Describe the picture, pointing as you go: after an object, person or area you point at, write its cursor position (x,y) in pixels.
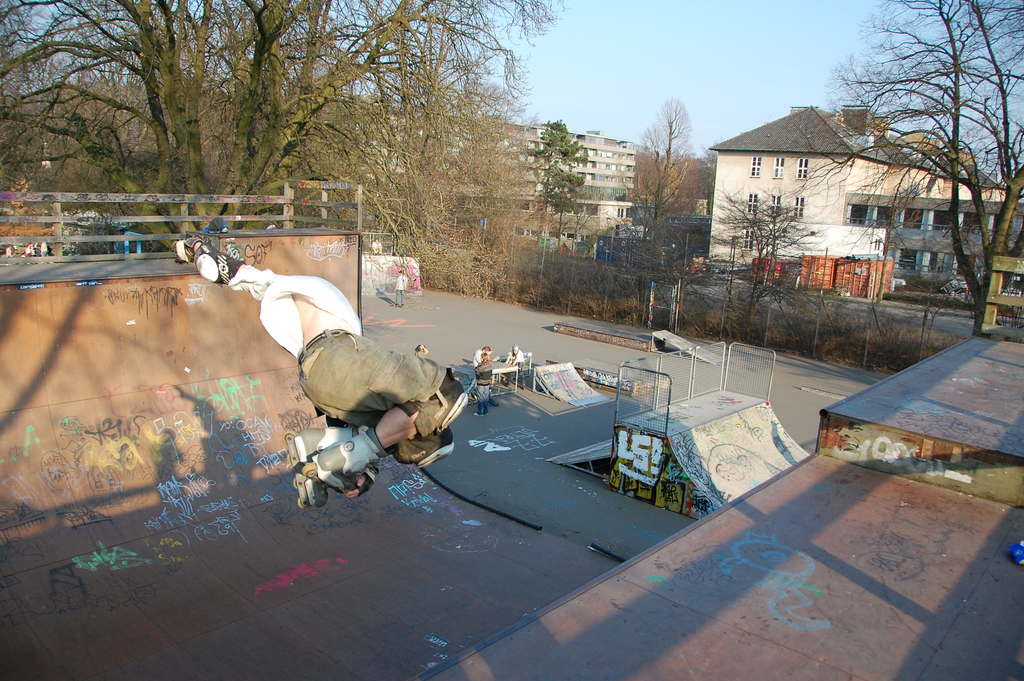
A person (319,309) is in the air and wore skating shoes (302,438). Under the person (324,349) we can see a skating ramp (126,355). Background (998,134) portion of the image we can see trees (421,149), buildings (982,196), fence (637,392), mesh (640,404), slopes (738,458), skate ramp (723,458), table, railing (331,220), people (476,378), sky (725,106) and things (773,274).
